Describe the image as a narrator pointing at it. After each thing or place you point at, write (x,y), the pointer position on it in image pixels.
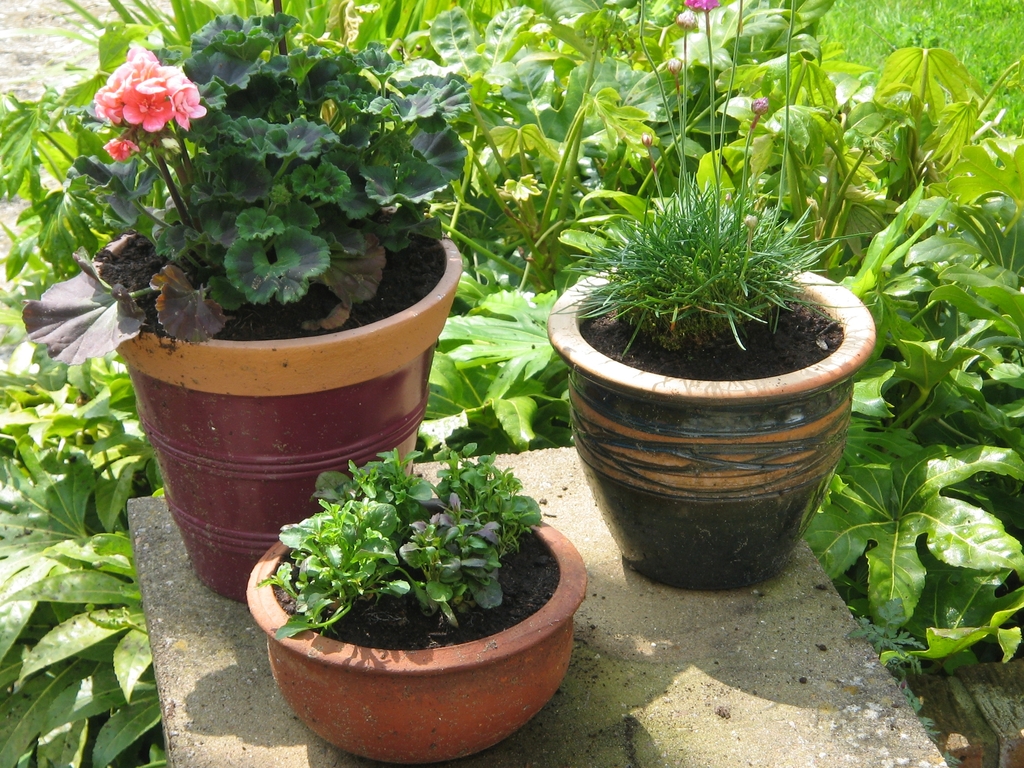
In this image I can see house plants (358,511) on a slab (709,670). In the background (1002,629) I can see flowering plants (501,108). This image is taken may be during a day.
